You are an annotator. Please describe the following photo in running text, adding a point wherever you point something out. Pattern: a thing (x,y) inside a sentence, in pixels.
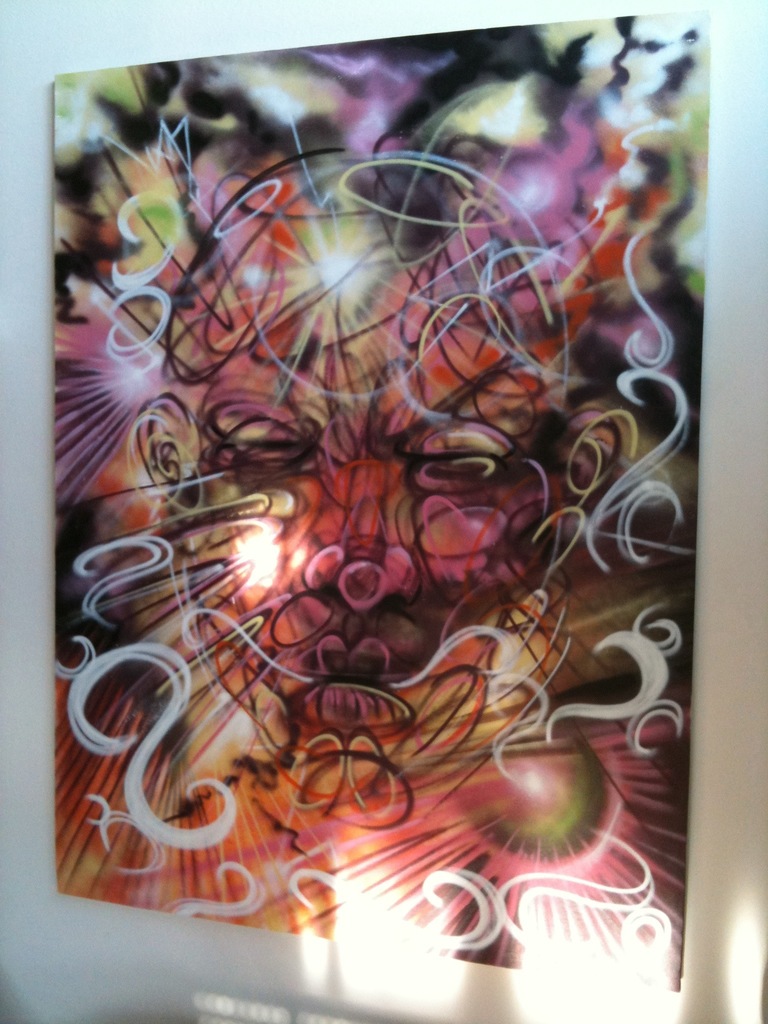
In the picture I can see the abstract painting board (545,378) on the wall (690,993).
